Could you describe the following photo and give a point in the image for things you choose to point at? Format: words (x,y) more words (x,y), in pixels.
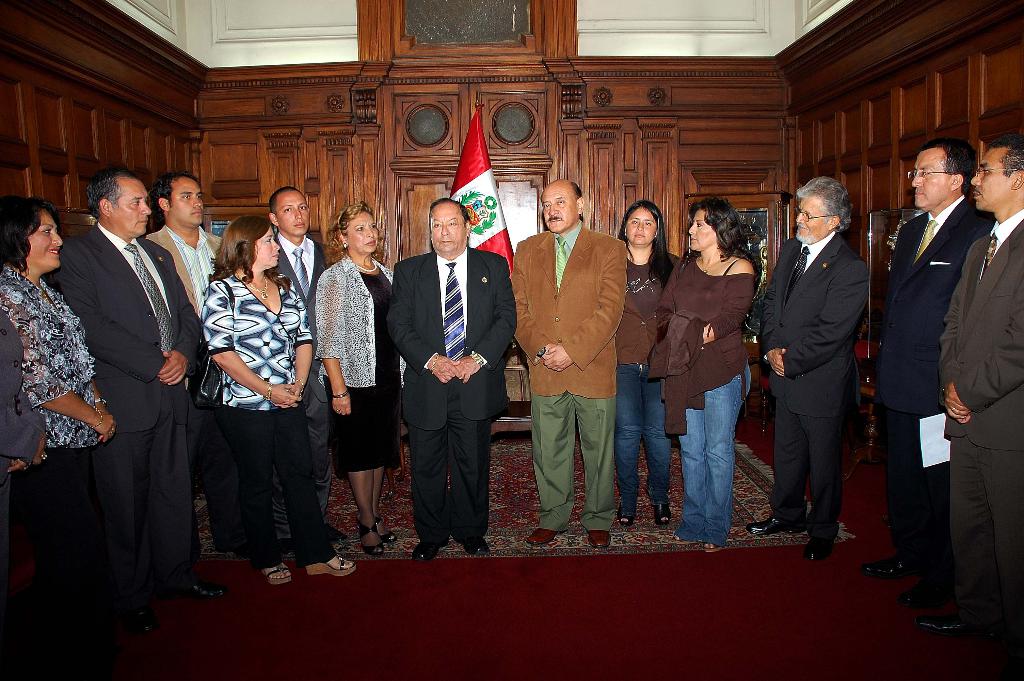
In this picture I can see few people (483,340) standing and a man (893,424) holding a paper (934,436) in his hand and I can see a flag (456,184) on the back (487,241).
